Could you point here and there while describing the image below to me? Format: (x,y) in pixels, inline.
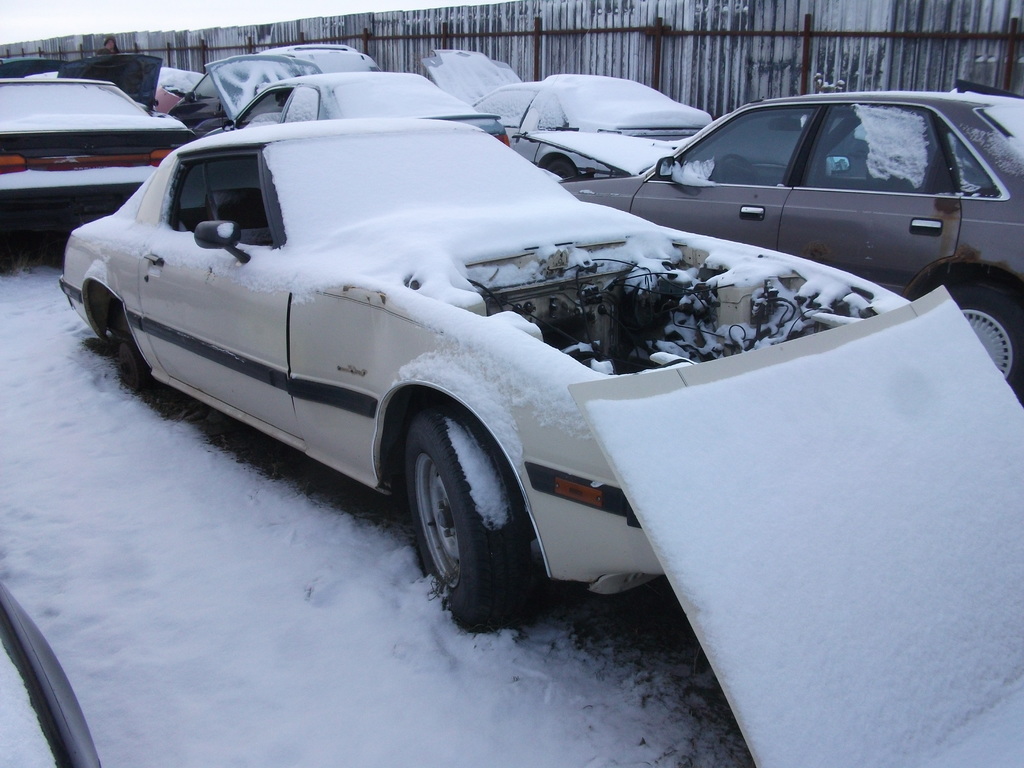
In the image we can see there are vehicles (562,163) and some vehicles (423,182) are covered with snow (305,163), and here we can see the fence (678,83).
